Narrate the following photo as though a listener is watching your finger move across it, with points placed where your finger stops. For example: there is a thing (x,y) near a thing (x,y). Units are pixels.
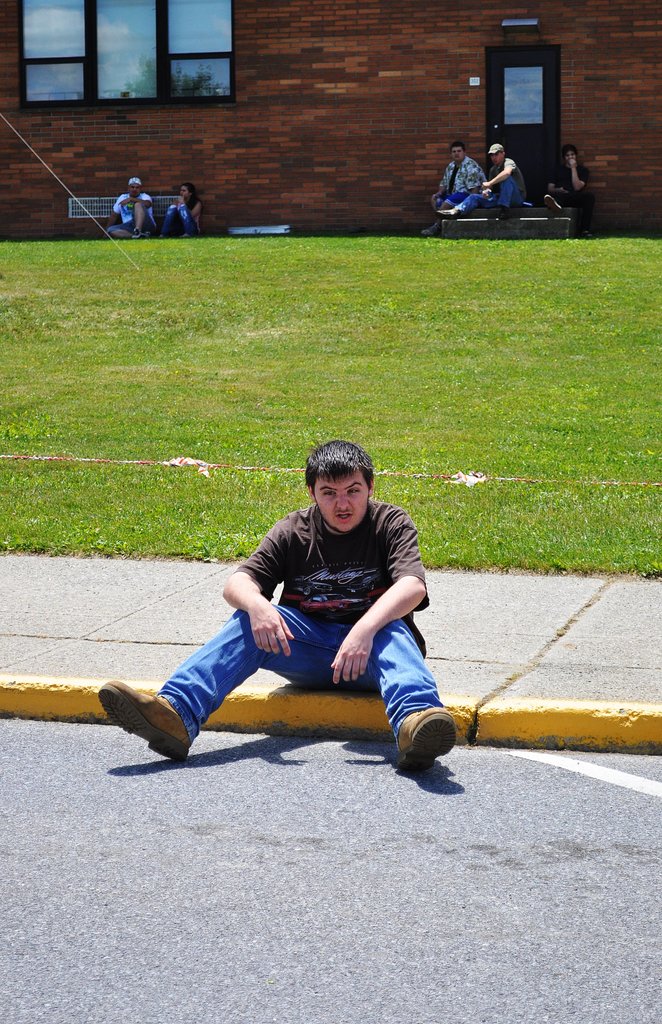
In this picture I can see there is a man (288,645) sitting here on the walk way (203,635) and there is grass (247,334) and some other people (189,204) in the backdrop (199,209). There is a building (311,104) in the backdrop (283,102).
